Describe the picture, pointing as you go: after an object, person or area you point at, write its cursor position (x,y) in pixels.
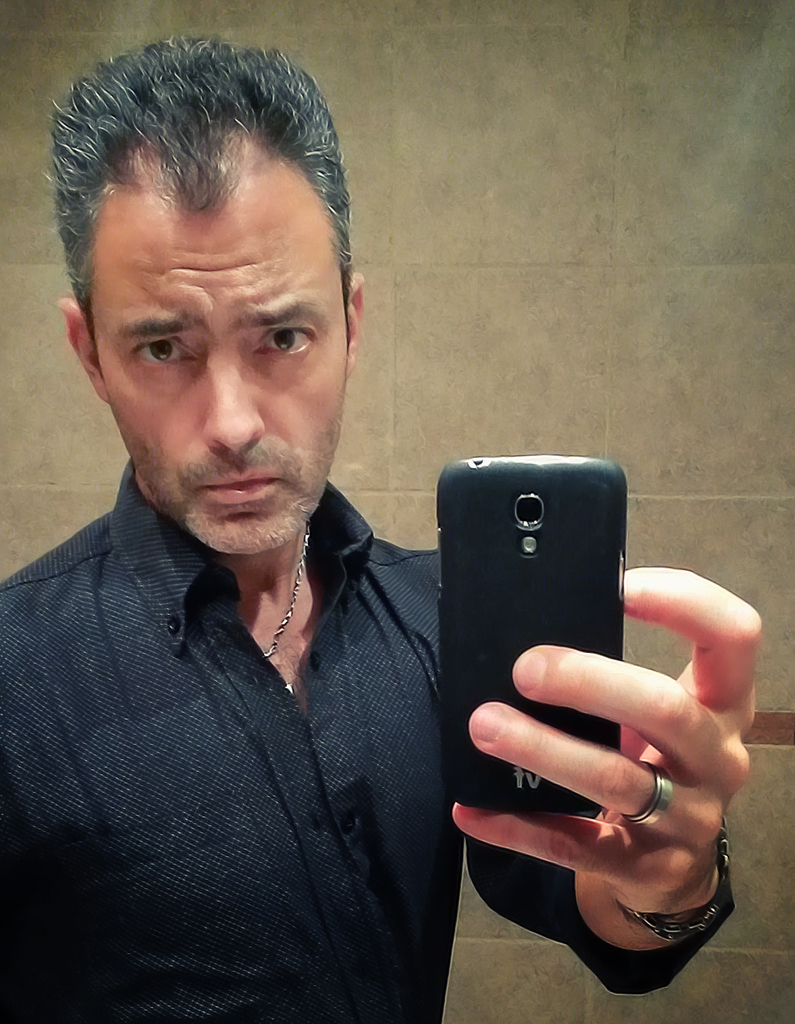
There is a man (206,397) in this picture taking a photo with his mobile (472,705). In the background (493,289), there is a wall (522,268).
